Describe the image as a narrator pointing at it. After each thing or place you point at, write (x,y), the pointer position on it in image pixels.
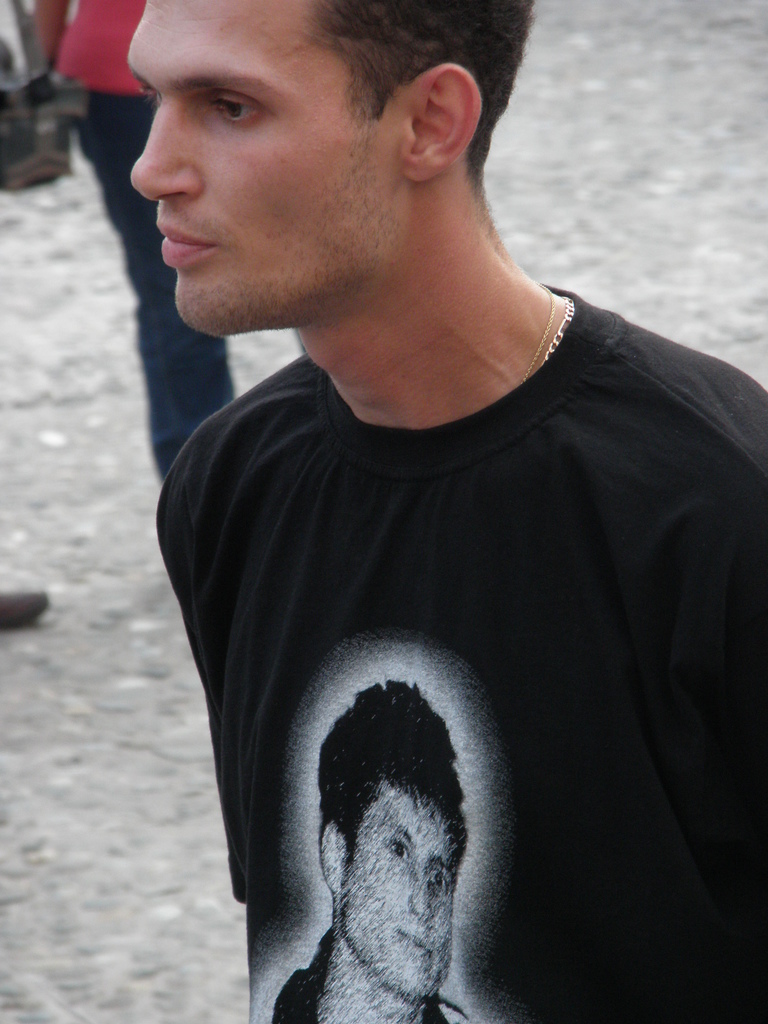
In this image I can see a man (447,601) in the front (447,359) and I can see he is wearing black colour t-shirt (376,535). I can also see depiction picture (398,735) of a man (322,753) on his t-shirt (450,735). On the top left side of this image (111,157) I can see one person (111,52) is standing and I can also see this image is little bit blurry in the background (639,207).
